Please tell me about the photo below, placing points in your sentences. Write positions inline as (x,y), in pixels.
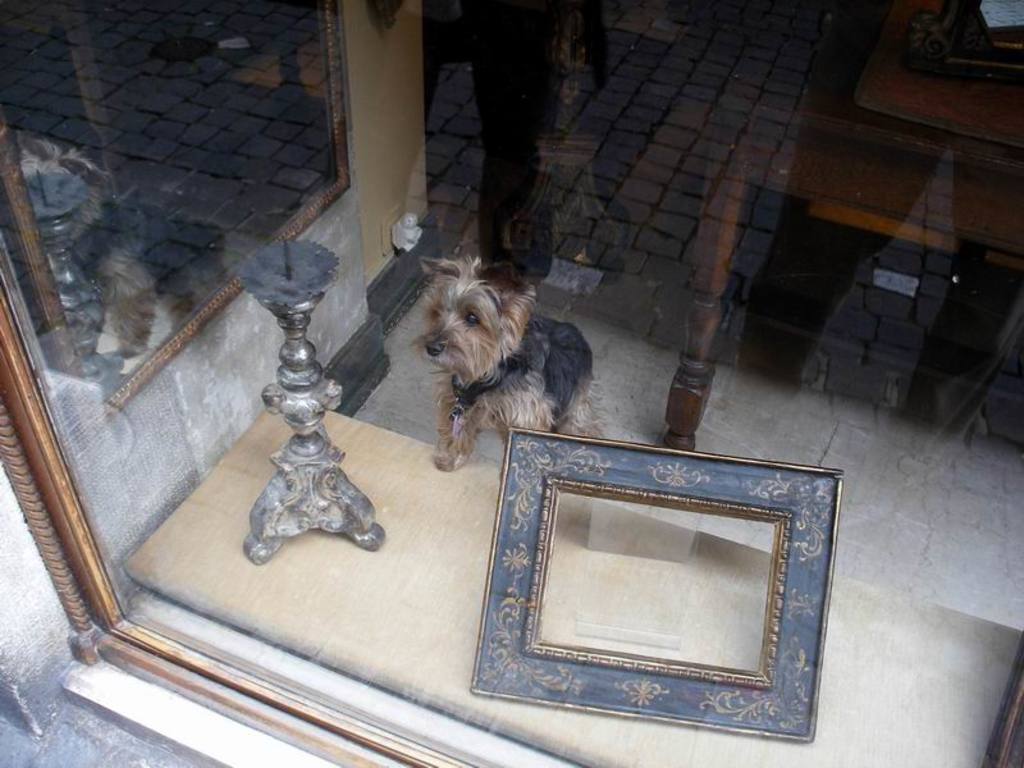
In this image we can see a glass wall (480,489). Through that we can see a photo frame (609,466), stand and a dog (472,374). Also there is a table (730,188). And we can see reflection (484,94) of a person (484,94) on the glass wall (545,107).
